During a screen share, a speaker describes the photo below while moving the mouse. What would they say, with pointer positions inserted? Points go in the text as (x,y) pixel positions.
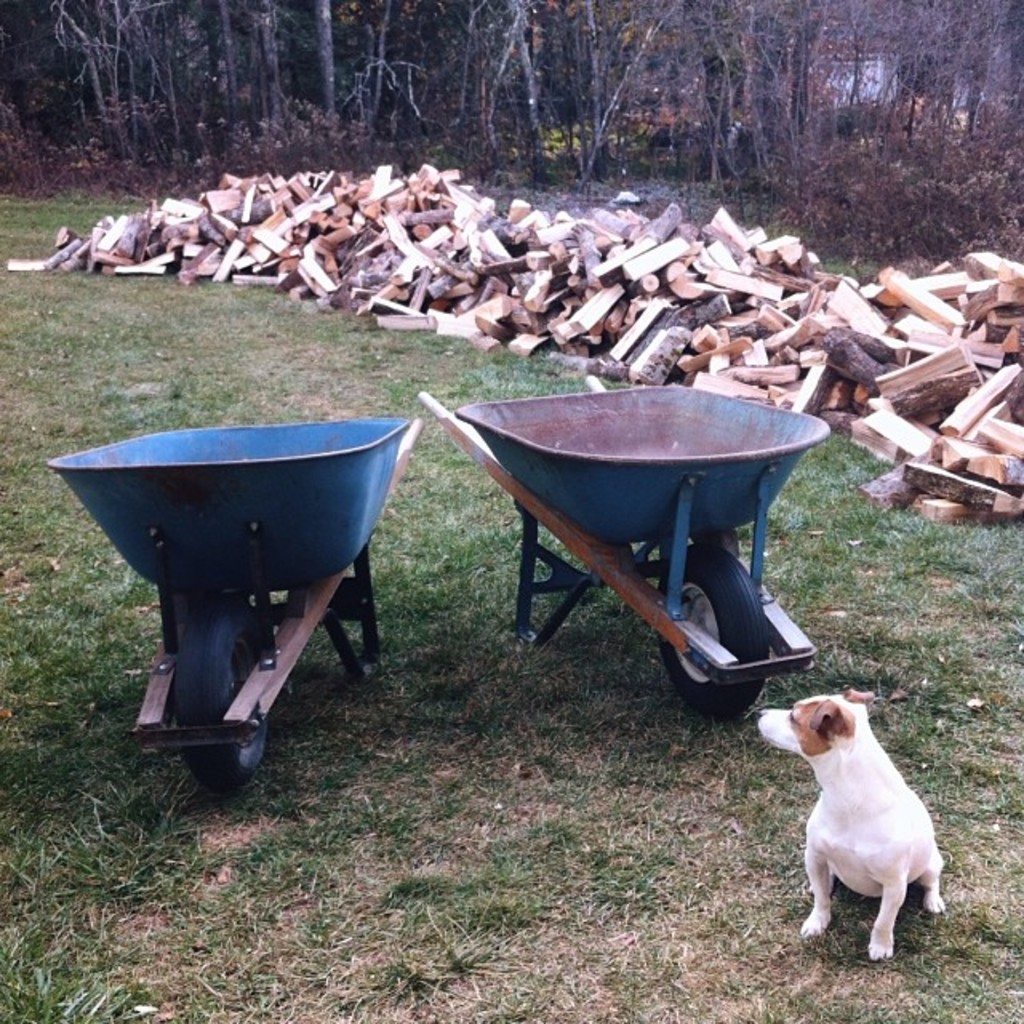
In the image on the ground (464,591) there are two wheelbarrows (239,466). In front of them there is a puppy (804,754) sitting on the ground (791,765). On the ground (791,765) there is grass (597,883). Behind them there are wooden pieces (524,275) on the ground (483,949). In the background (337,52) there are trees (715,99).
